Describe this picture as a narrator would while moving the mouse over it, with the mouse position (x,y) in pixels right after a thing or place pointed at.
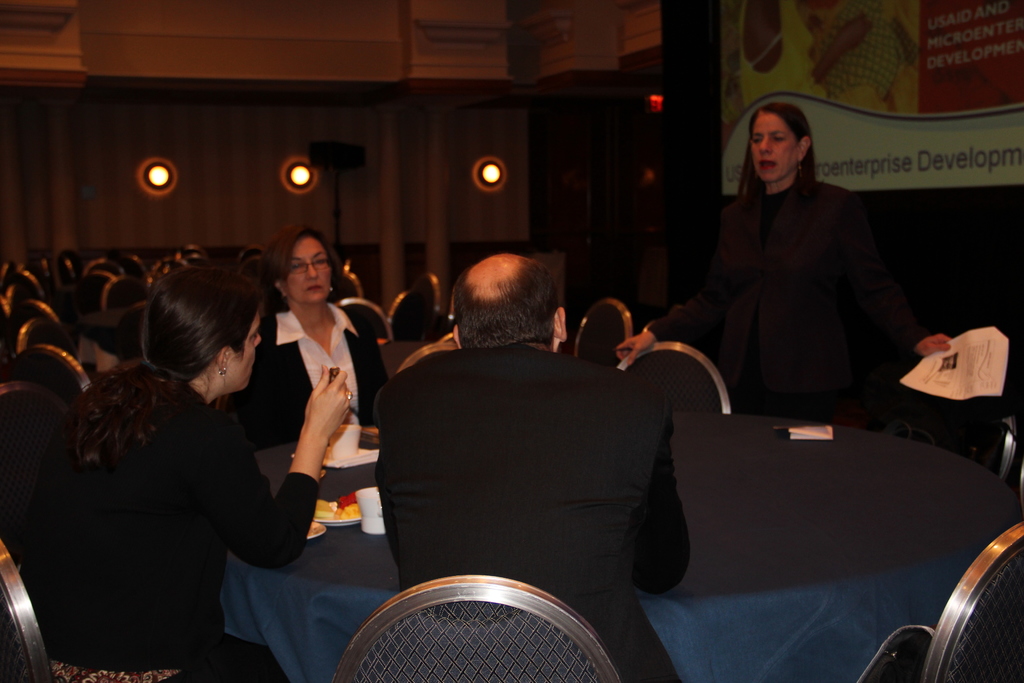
In the center of the image (499,378) there are people (104,563) sitting on chairs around the table (755,451), there are objects (380,490). In the background of the image (417,166) there is wall (418,82). There are lights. To the right side of the image (902,10) there is a banner (848,149). There is a lady (801,128) standing. There are chairs (75,263) in the background of the image (118,300).
